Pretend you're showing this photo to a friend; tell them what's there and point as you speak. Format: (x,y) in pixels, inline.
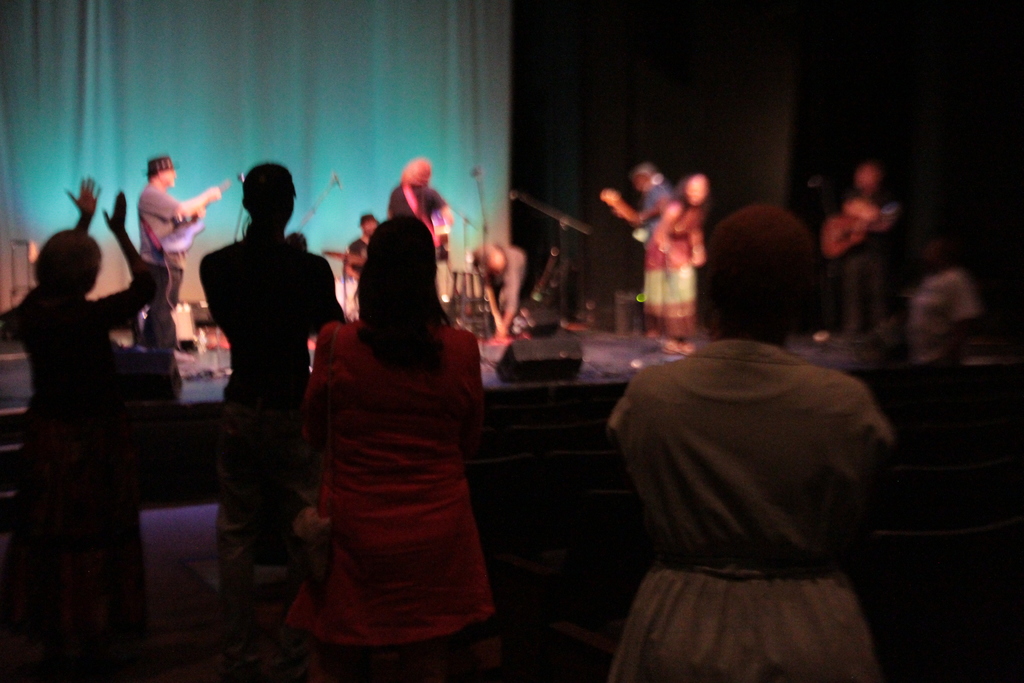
In this picture I can see there is a dais (160,443) and there are few people (156,269) standing on it holding the musical instruments (610,198) and there are microphones (481,228). They are playing guitar (628,205), drum set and there is a curtain (366,124) in the backdrop (395,98) and I can see there are few people (412,509) standing here and clapping their hands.
